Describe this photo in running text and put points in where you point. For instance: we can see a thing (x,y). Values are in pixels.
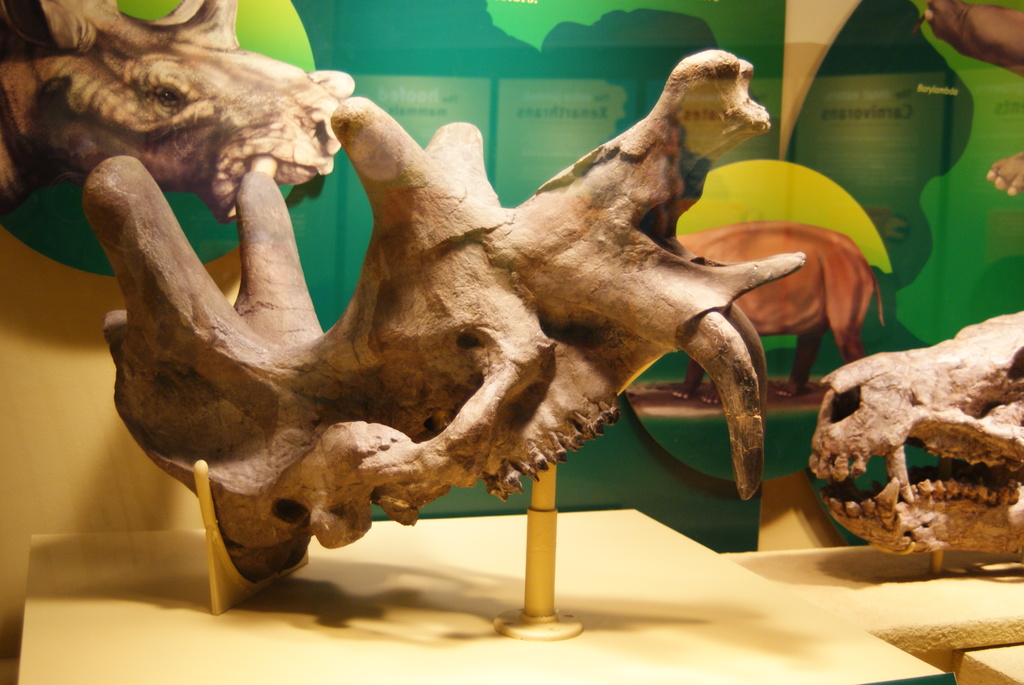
In this image we can see the skulls (525,309) of the animals (539,297) which are placed on the stands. On the backside (922,77) we can see some pictures (883,264) and text (938,85) on the surface (753,316).
